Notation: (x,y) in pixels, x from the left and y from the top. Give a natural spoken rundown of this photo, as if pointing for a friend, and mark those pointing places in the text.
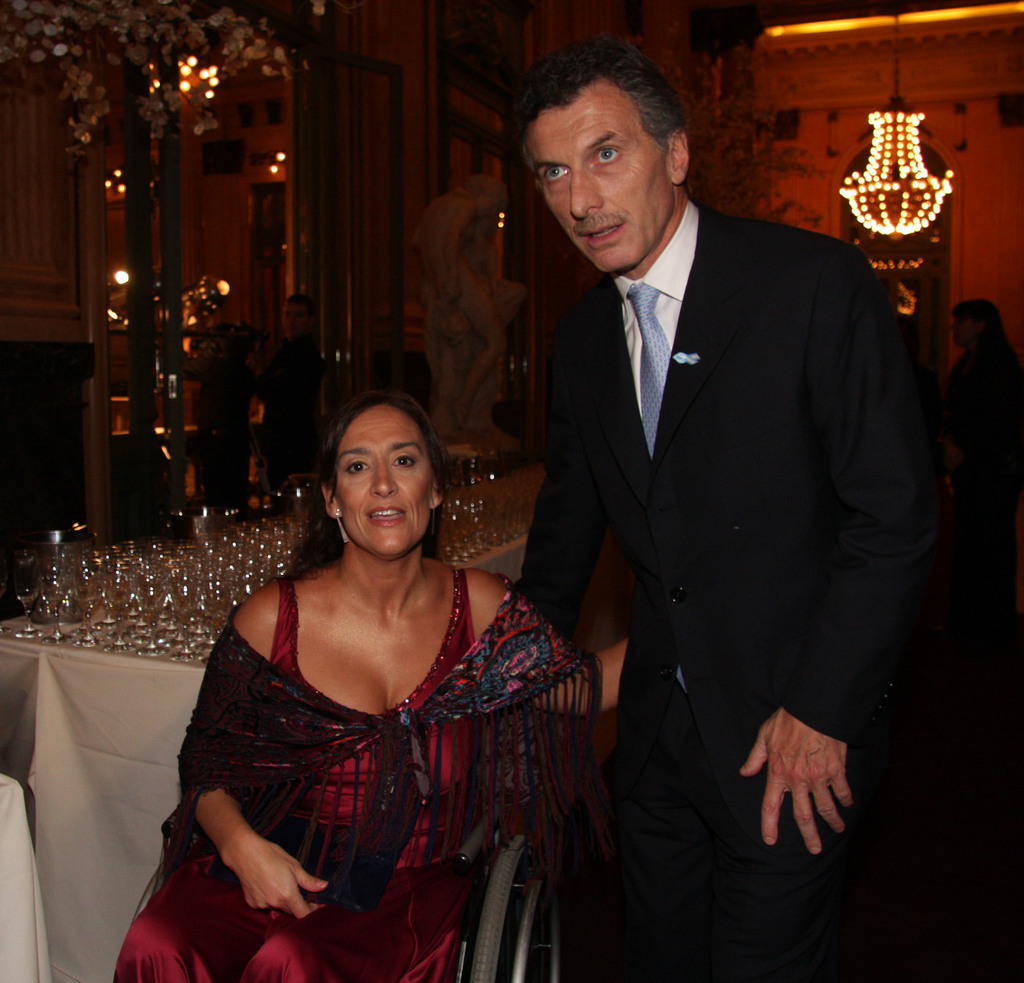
In this image, we can see a man (732,437) standing and wearing a coat (807,325) and a tie (644,382) and there is a lady (232,691) sitting on the chair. In the background (884,139), there are lights (878,179) and we can see glasses (163,542) on the table (32,639) and there is a plant (149,50) and we can see sculpture (476,338) and a wall (353,214) and some other people (211,359).
